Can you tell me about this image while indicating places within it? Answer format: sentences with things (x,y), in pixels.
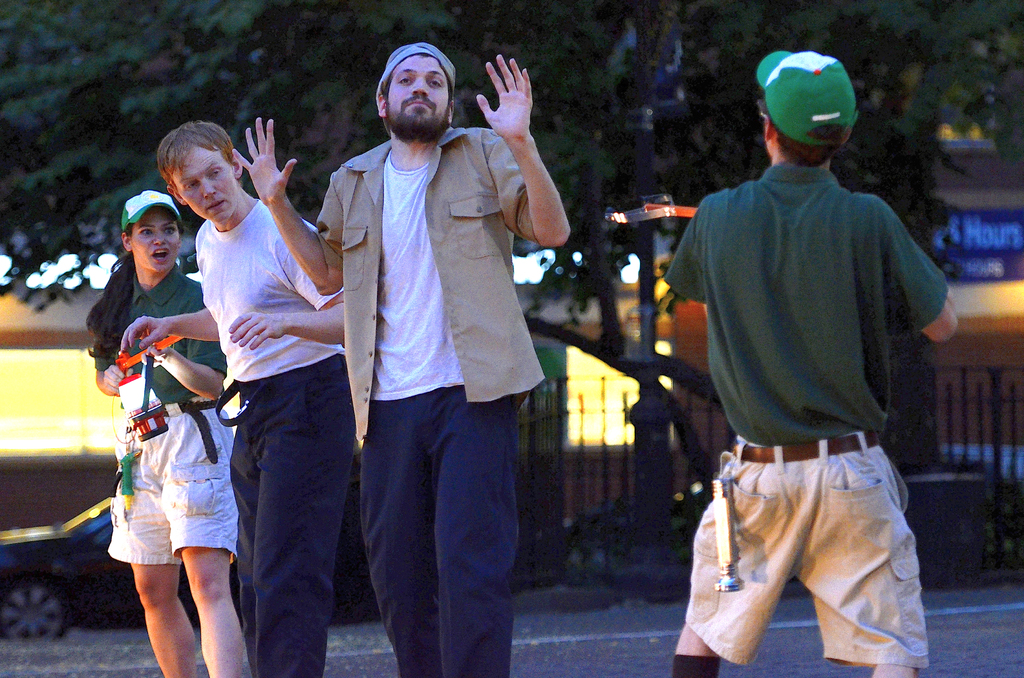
In this image there are group of persons (446,377) standing in the center (479,395). In the background (198,119) there are trees (221,87), there is a fence (635,428) and there is a board (980,261) with some text (989,241) written on it. On the left side (203,372) there is a woman (144,454) standing wearing a green colour t-shirt (147,315) and green colour hat (137,215) is holding a red colour object (144,408) in her hand (157,362).
